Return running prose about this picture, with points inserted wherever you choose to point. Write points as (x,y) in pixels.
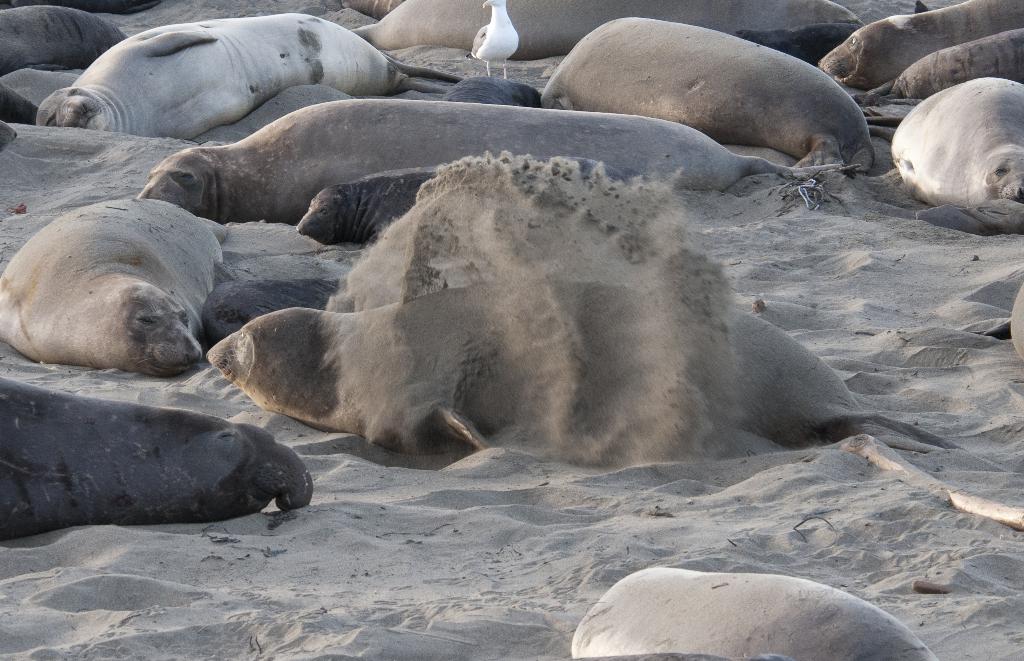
In this image there are seals (276,284) and there is a bird (490,48).
